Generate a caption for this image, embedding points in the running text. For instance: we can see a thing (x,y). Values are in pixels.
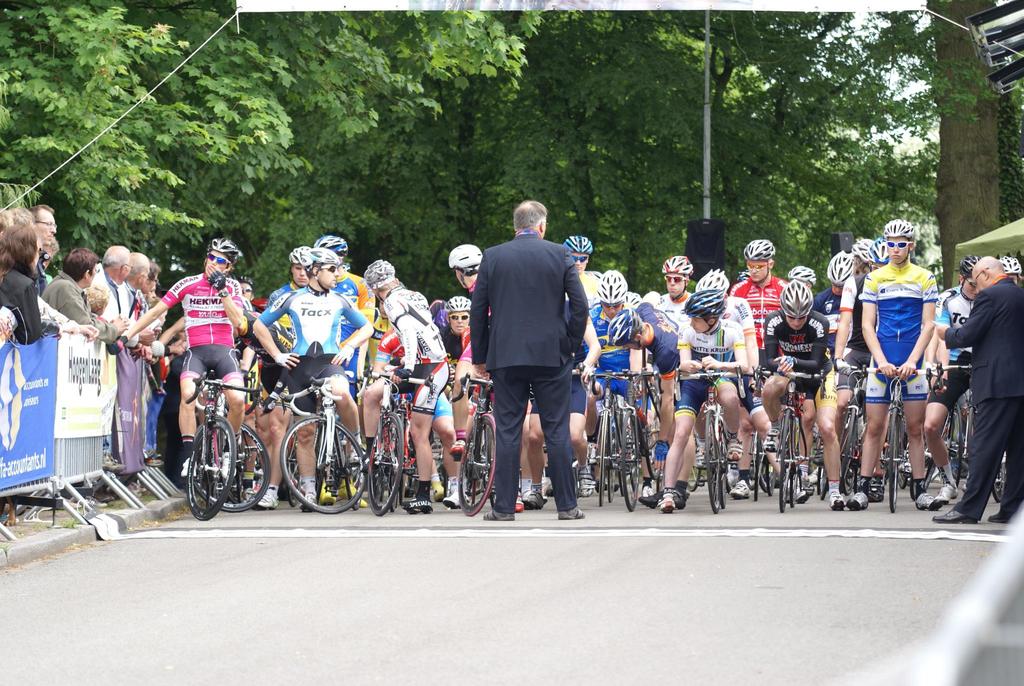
There are group of riders (470,358) sitting on a bicycle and the person (534,321) wearing blue suit (521,323) is standing in front of them and there are audience (68,281) standing beside them and there are trees (406,88) in the background (518,94).
